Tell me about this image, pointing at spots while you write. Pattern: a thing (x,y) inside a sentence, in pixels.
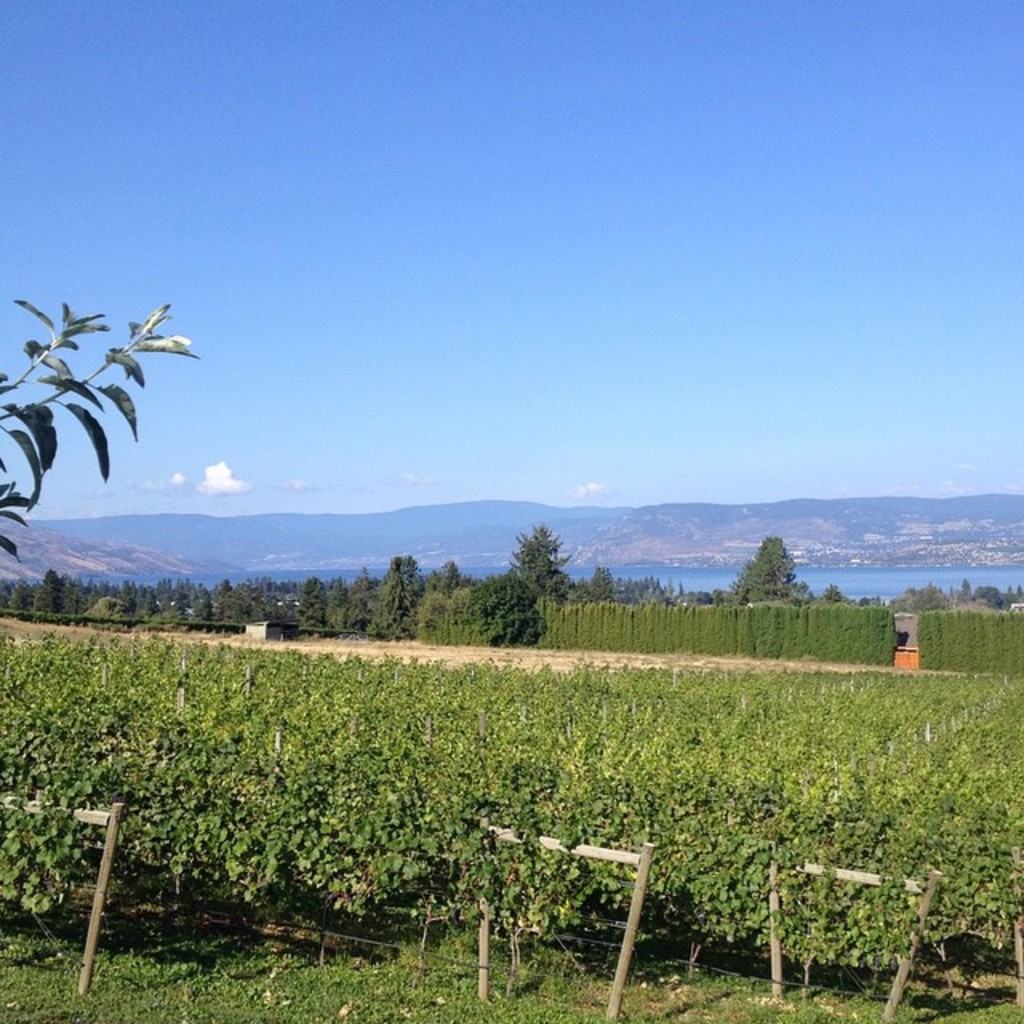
There is a field (509,775) at the bottom of this image (386,753), and there are some trees (533,631) and mountains (467,558) in the background (366,562), and there is a blue sky (438,372) at the top of this image (532,316).
